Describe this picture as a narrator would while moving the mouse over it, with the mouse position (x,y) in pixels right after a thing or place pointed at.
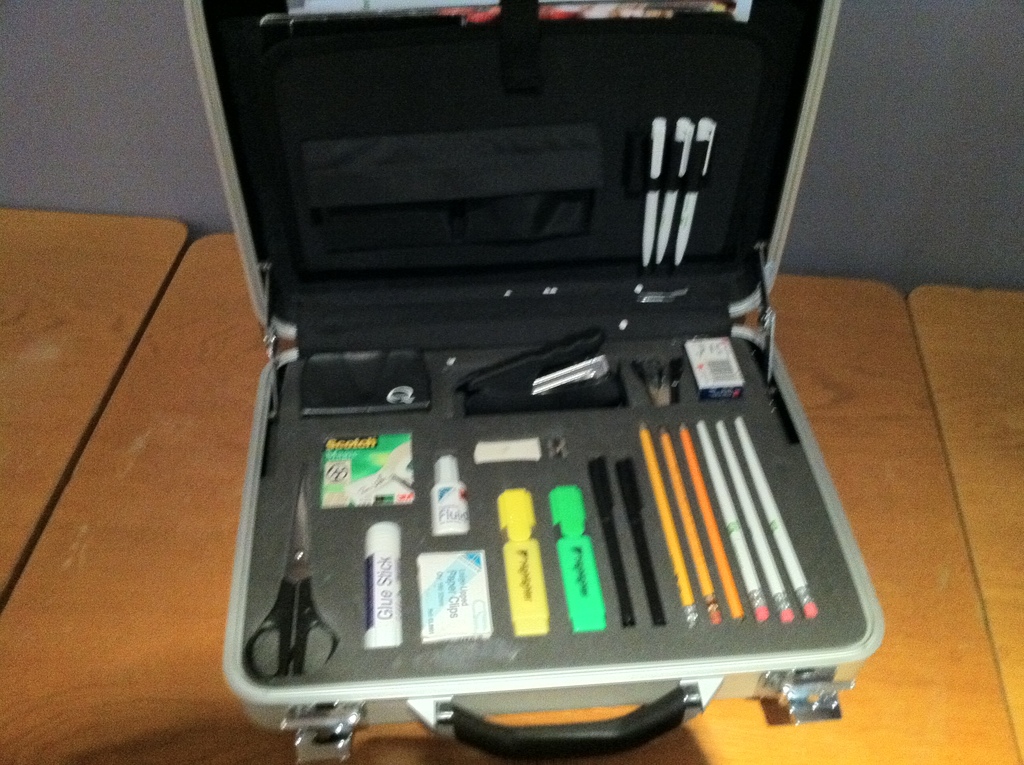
There is a box (810,557) in which there are pencils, pens (620,598), scissors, stapler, pins (712,342), sketch pens (578,497) and sharpener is placed in it.
